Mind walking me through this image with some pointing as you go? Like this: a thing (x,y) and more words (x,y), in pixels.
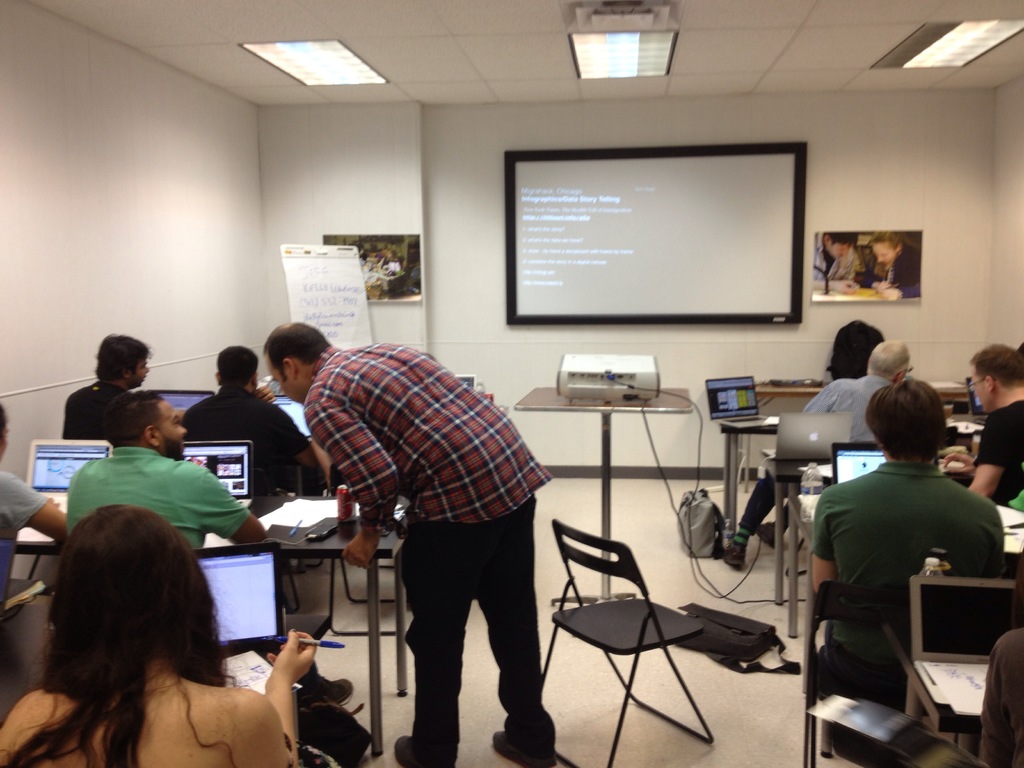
In this image i can see a group of people (83,660) sitting and doing work in front of a laptop (267,592) here the man (468,405) standing and talking to the other man (214,497), at the back ground (600,377) i can see the projector (601,363), a table (548,398), a wall (476,182), at the top (625,57) there is a light (588,76).
